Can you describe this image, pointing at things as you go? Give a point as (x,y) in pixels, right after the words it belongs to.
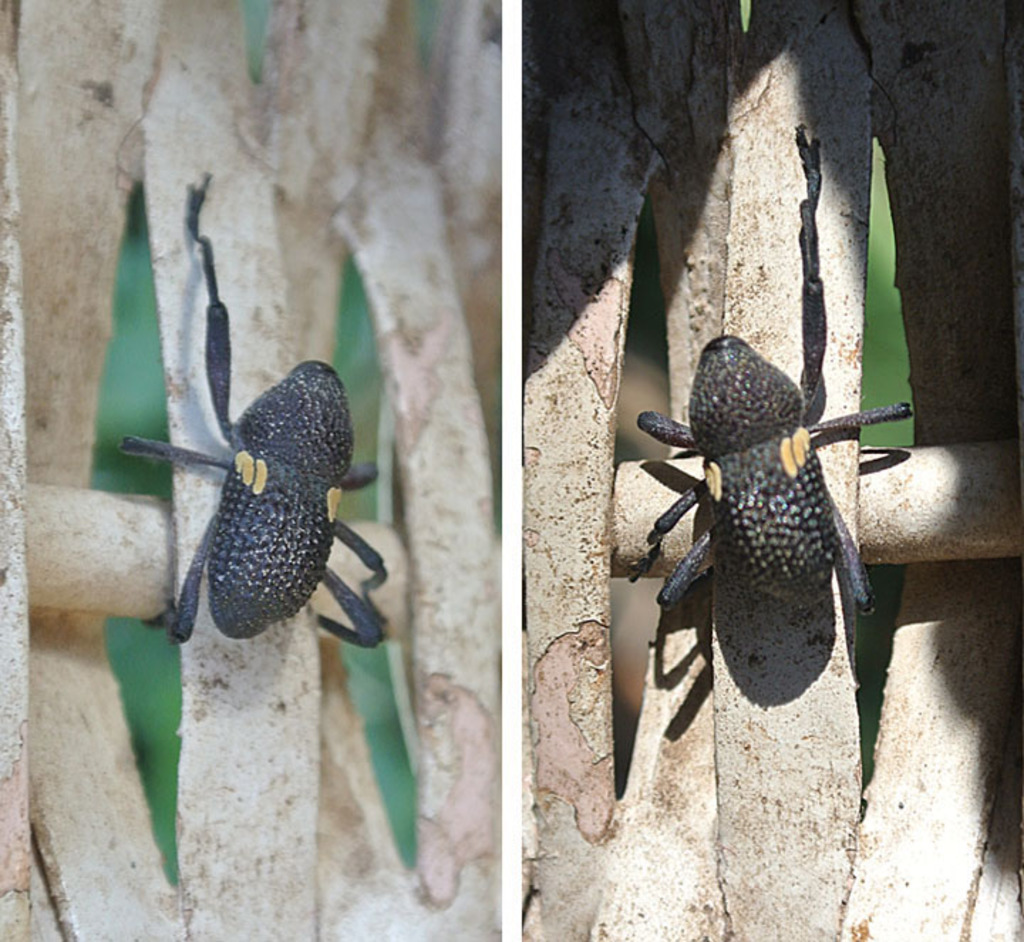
This picture is collage of two images in which there are insects (708,477) on the branch (212,483) of a tree (527,399).
